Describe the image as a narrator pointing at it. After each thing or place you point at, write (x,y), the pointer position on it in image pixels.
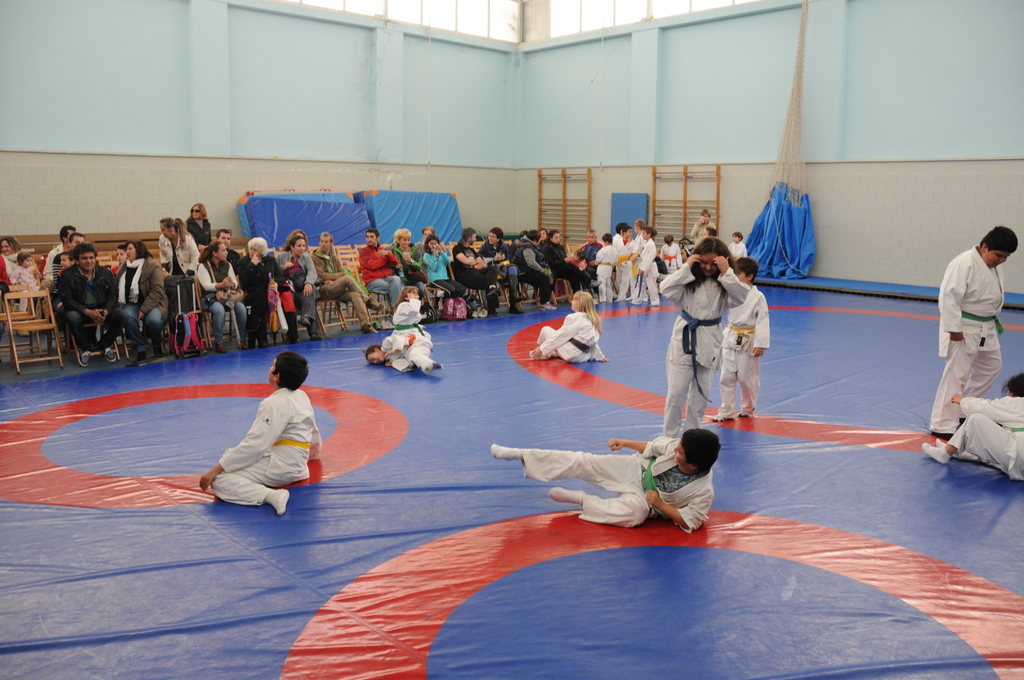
In this image I see number of people (35,265) in which most of them are sitting and few of them are standing and I see the platform (955,643) over here which is of blue and red in color. In the background (60,182) I see the wall (669,118) and I see few things (424,219).
